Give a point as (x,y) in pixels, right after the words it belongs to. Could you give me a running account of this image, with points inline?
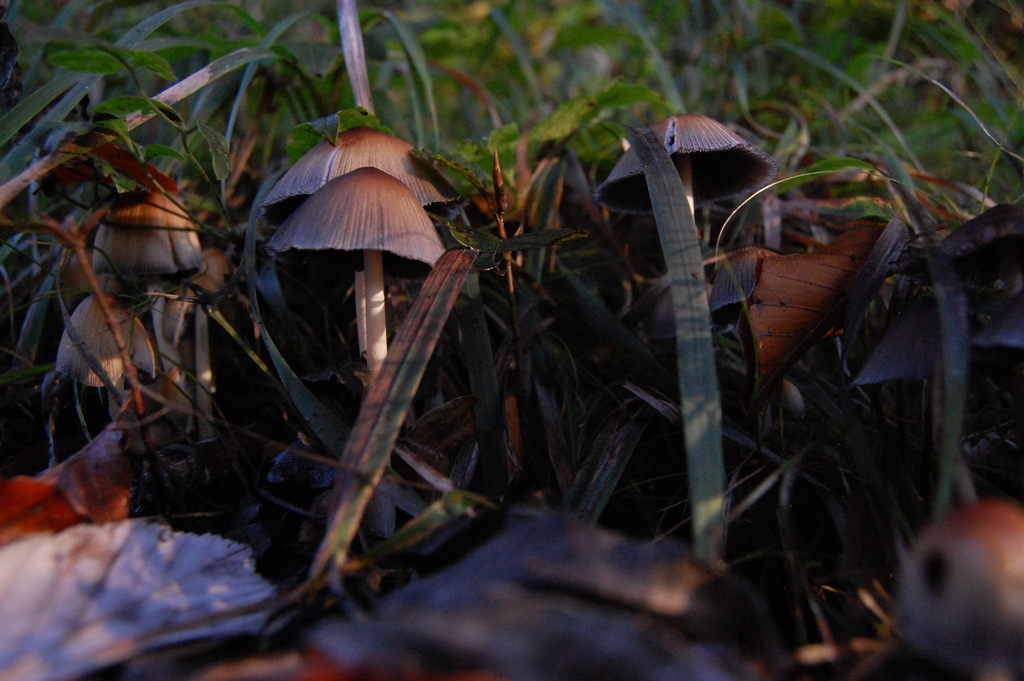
In the image there are mushrooms (384,238) on the grassland (520,72).
